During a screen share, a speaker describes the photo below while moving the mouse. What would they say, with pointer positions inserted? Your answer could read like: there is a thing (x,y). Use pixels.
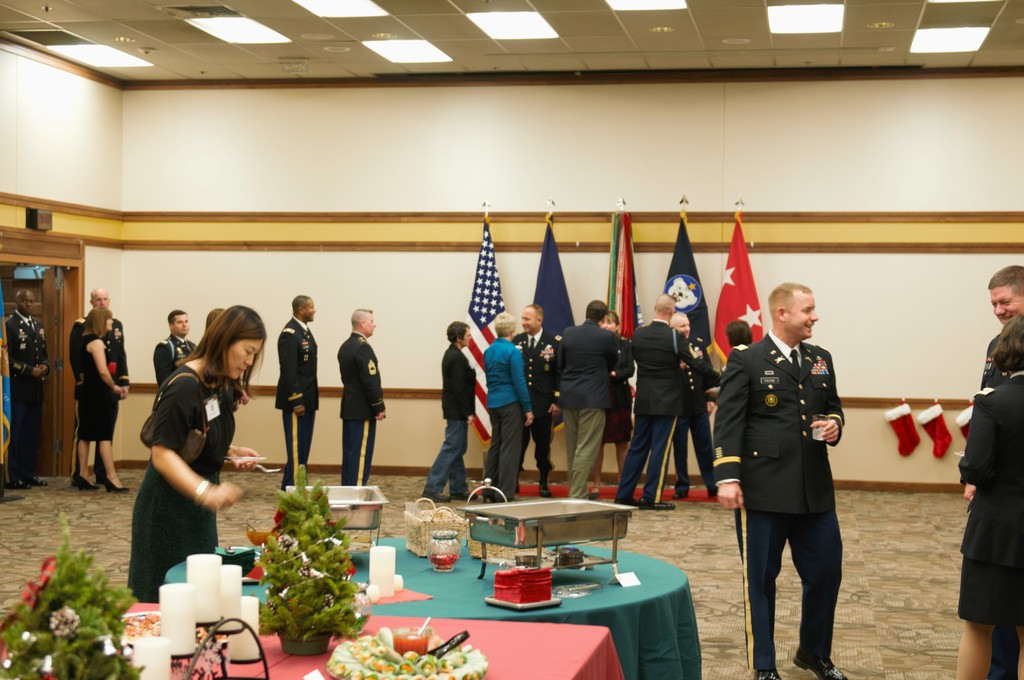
It is an event going on, in a hall (430,528) there is a wide-spread of different dishes (532,507) and a woman (232,498) is preparing something and behind the women (202,495) there are many delegates (573,369) walking into the hall (64,369) and they are greeting some people (537,316) standing in front of the flags (635,275) and behind the flags (544,282) there is a wall (723,159), on the right side (792,324) three people (825,512) were standing and discussing something.
